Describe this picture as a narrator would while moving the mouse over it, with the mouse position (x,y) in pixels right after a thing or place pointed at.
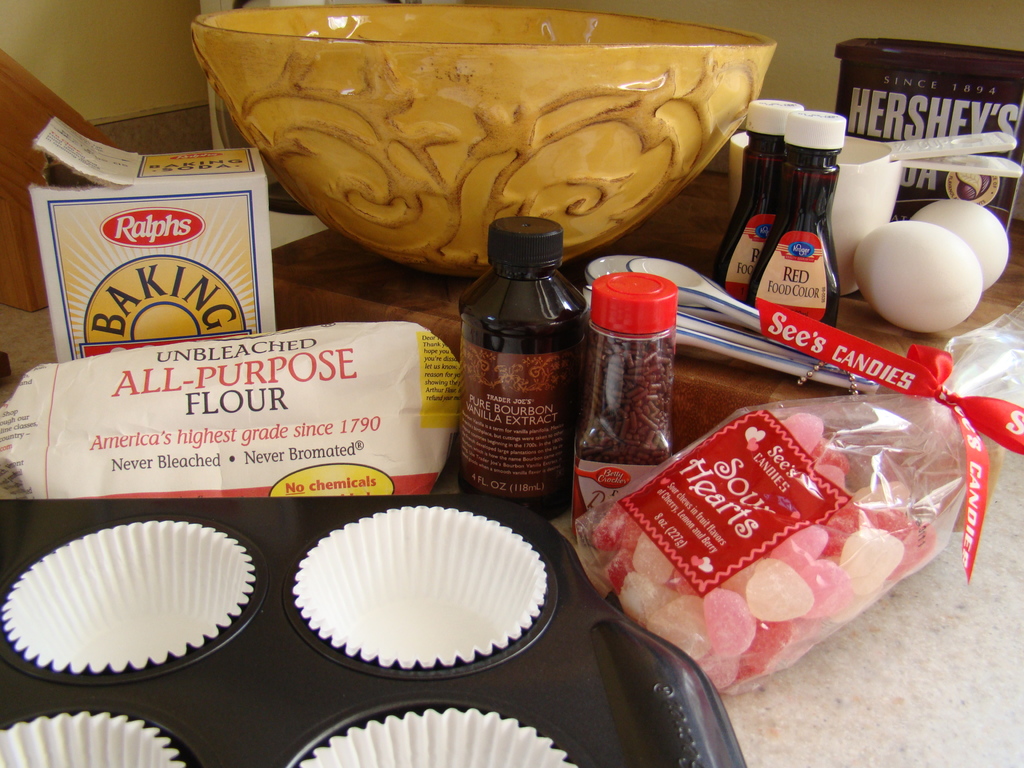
In the picture there is a mold (307,533) of muffins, baking groceries (971,388), eggs (917,288), food color (792,252), Hershey's cocoa (916,120) and a bowl (421,209), all these are kept on the table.
